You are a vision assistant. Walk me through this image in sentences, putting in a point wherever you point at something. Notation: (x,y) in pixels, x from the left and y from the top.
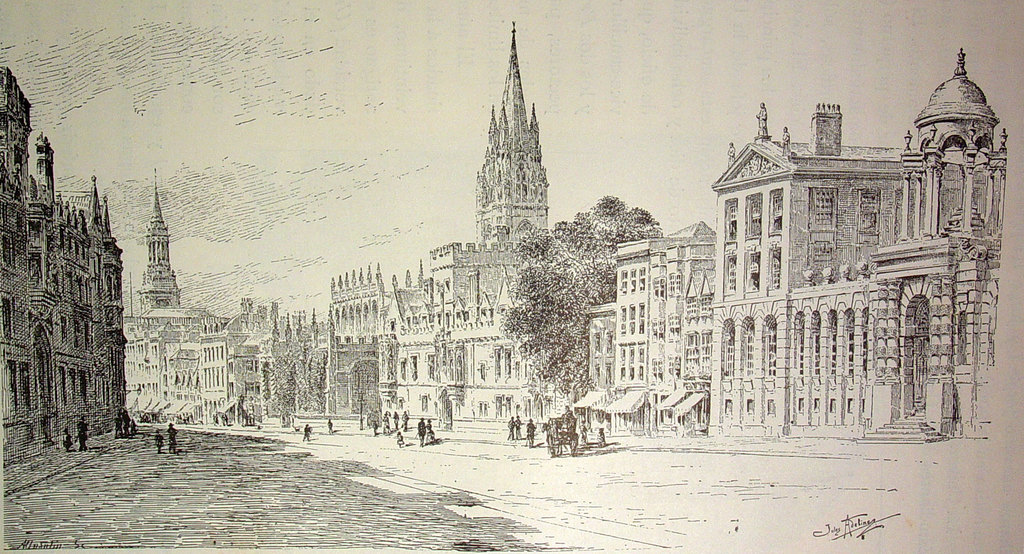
This is an edited image in which there are buildings (474,328), trees (587,303) and there are persons (531,429).
